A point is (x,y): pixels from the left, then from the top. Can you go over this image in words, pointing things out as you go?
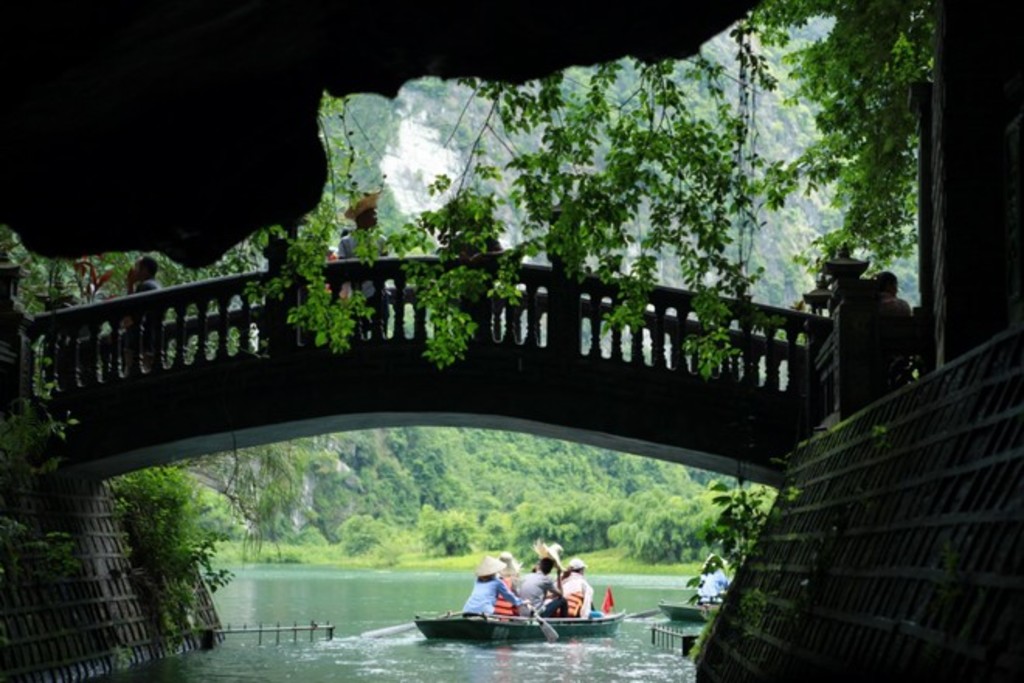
In this image in the center (600,443) there is one bridge (590,352), on the bridge (750,403) there are some persons (345,259) and at the bottom (365,623) there is a river (375,607). In the river (245,600) there are some boats (666,606) and in the boats (702,606) there are some people (486,597) who are sitting, in the background (526,511) there are some trees (526,511). On the right side (826,544) and left side (55,610) there are some boards (58,517) and plants (116,516).
